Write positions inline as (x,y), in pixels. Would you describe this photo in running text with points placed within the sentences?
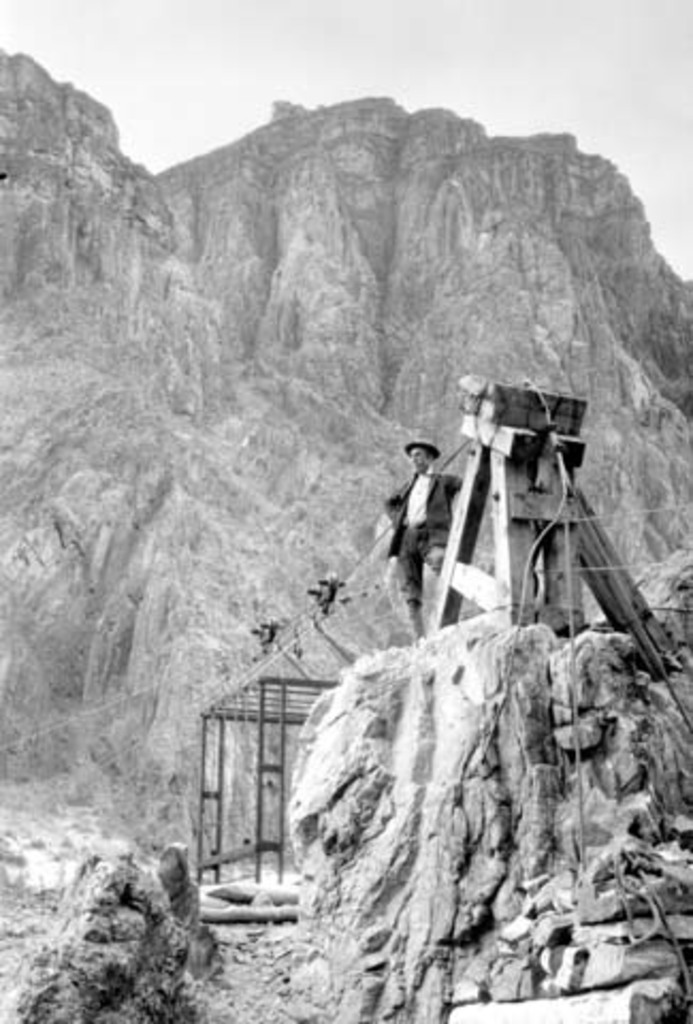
This image is a black and white image. This image is taken outdoors. At the top of the image (228,70) there is the sky (639,94). In the background (174,608) there are many hills (272,387) and there are many rocks (181,879). In the middle of the image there are few iron bars (262,783) on the stand (268,698). On the right side of the image (530,530) there is a wooden object (550,537) and a man (396,548) is standing on the rock (403,680). There are a few ropes (571,638).
